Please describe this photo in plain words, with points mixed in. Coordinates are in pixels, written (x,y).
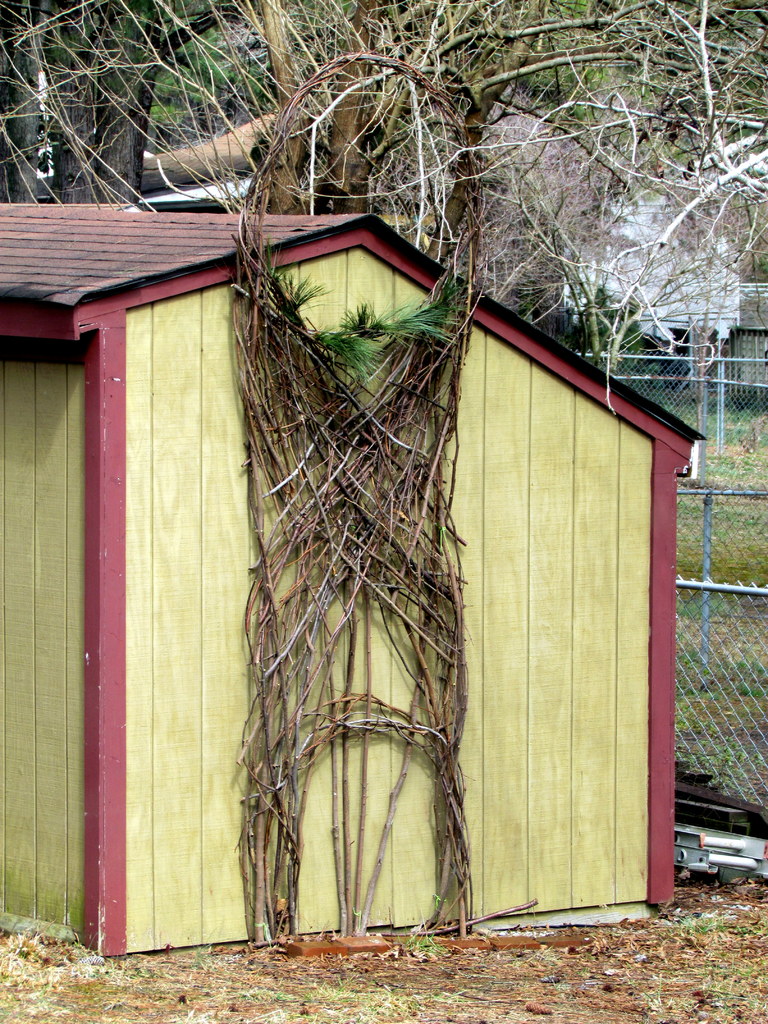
In the center of the image (436,671) there is a shed (34,243). In the background (206,93) there are trees (692,250) and fence (734,417). At the bottom (397,972) there is grass (628,986).
